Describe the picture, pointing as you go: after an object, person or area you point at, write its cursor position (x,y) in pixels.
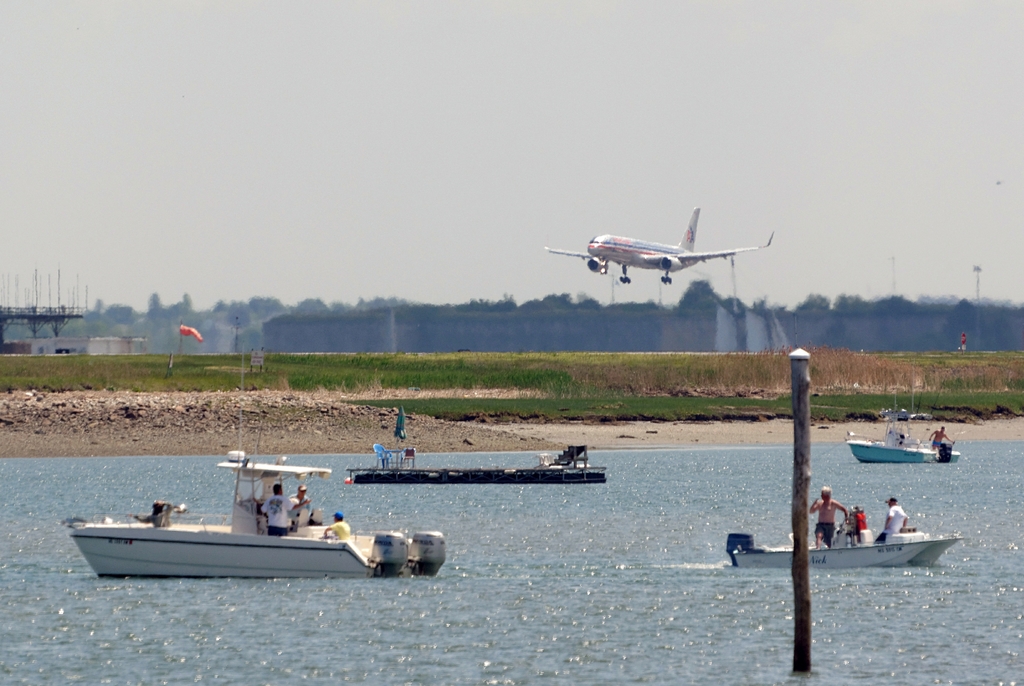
At the bottom of the image (325,554) we can see persons (894,521) in boat (434,574) sailing on the water (434,616) and we can also see pole (799,380). In the background (734,313) we can see grass (509,360), aeroplane (645,246), trees (172,324) and sky (537,154).
